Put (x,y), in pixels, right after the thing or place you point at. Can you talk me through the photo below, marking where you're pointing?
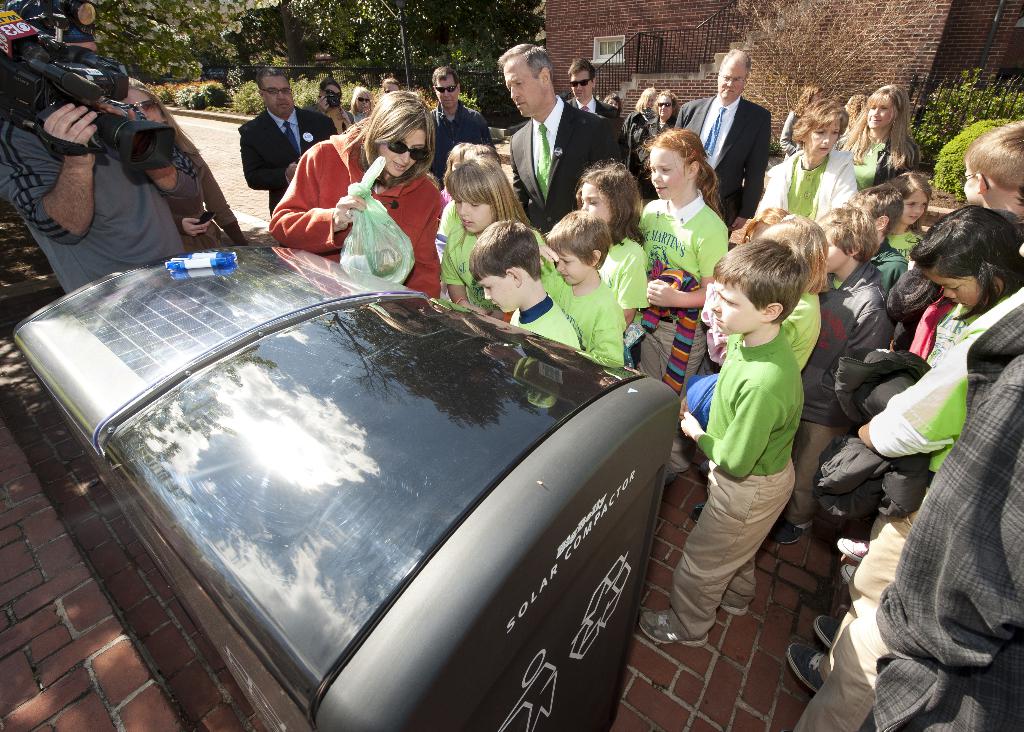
In this picture we can see some small boys (731,308) wearing green t-shirt (753,450) and standing in the front (504,260). Beside there is a woman (387,208) wearing red jacket (399,204) and holding the cover (394,251) in the hand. Beside there is a cameraman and black box (567,663). In the background (671,55) we can see brick house (551,50) and some trees (346,47).
